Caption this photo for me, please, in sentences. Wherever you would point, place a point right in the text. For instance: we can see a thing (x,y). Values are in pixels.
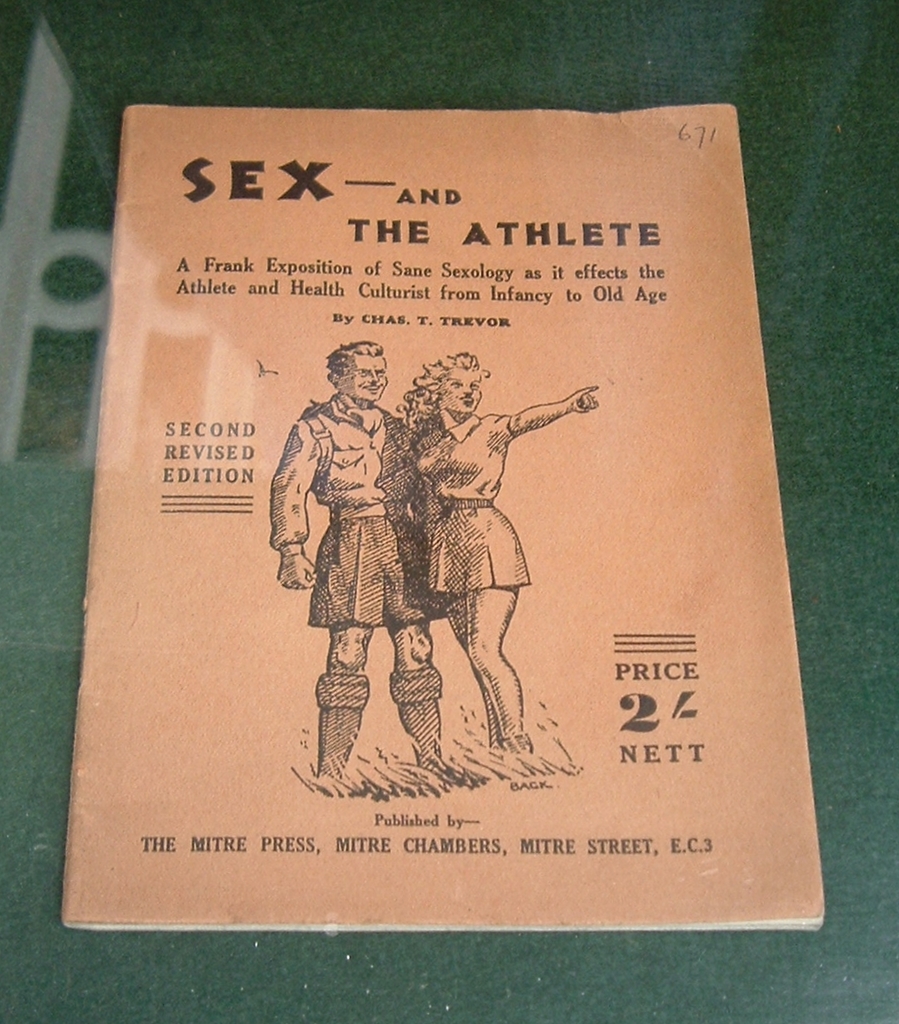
In this image we can see a book (447,535) on the green colored surface (843,753), there are some text (504,296), images (377,614) on the cover page (462,660) of the book (396,553).
